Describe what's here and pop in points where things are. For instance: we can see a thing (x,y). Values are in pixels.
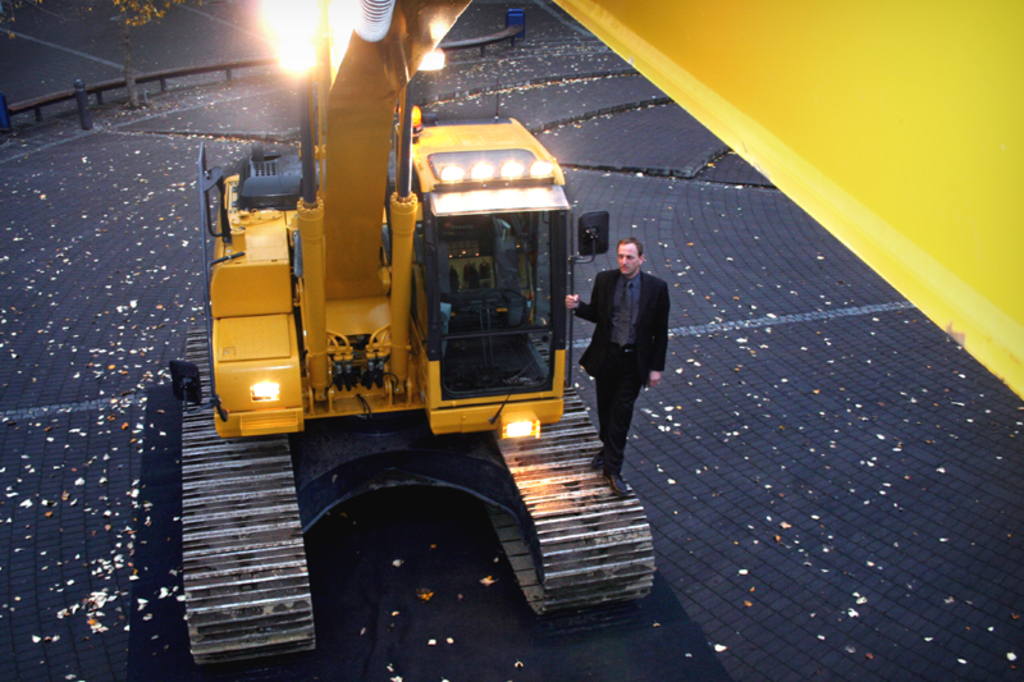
In this image I can see the vehicle (234,294) with the lights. I can see one person (624,406) standing on the vehicle (579,470). In the background (115,81) I can see the railing (102,92) and the tree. To the right (706,89) I can see the yellow color wall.
